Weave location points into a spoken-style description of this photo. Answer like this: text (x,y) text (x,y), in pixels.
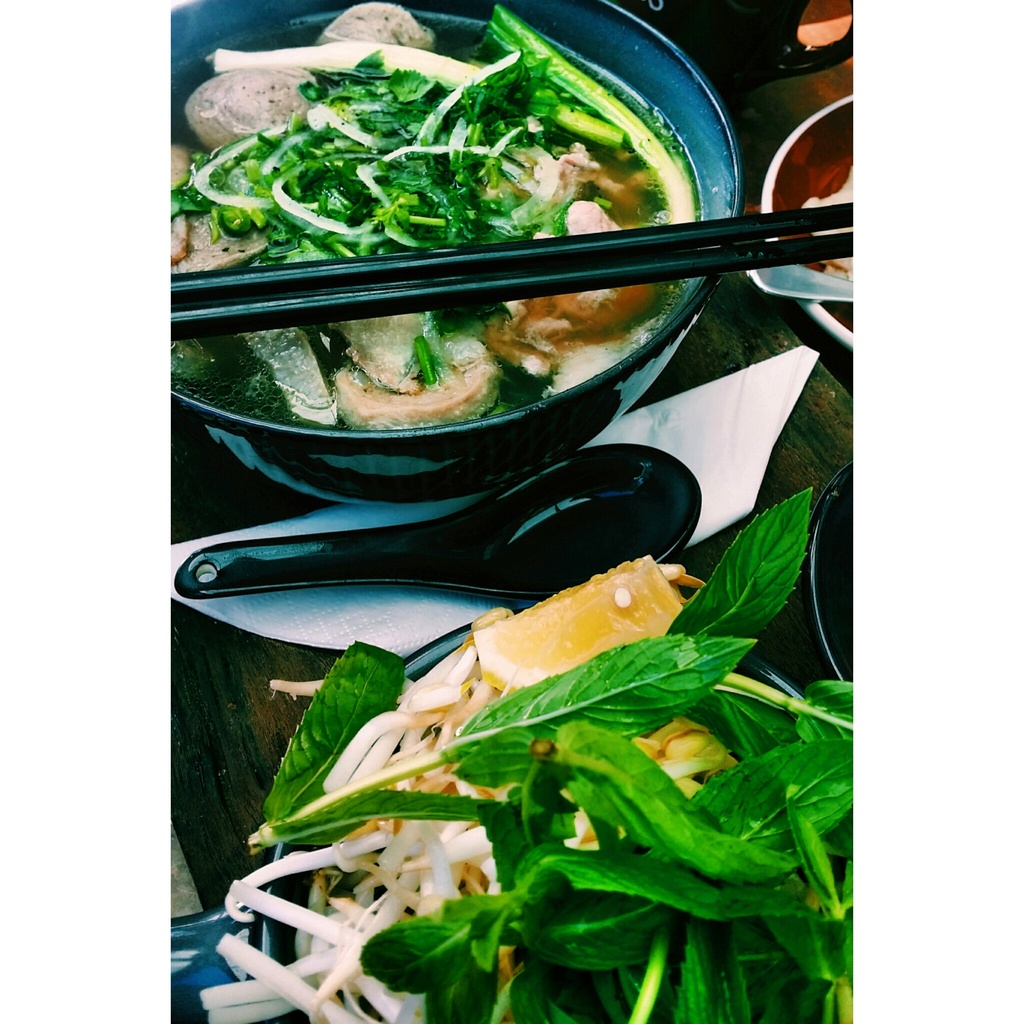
In the picture I can see food items (557,655), a spoon (424,578), black color sticks (373,262), balls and some other objects (696,467) on a wooden surface (207,725).
